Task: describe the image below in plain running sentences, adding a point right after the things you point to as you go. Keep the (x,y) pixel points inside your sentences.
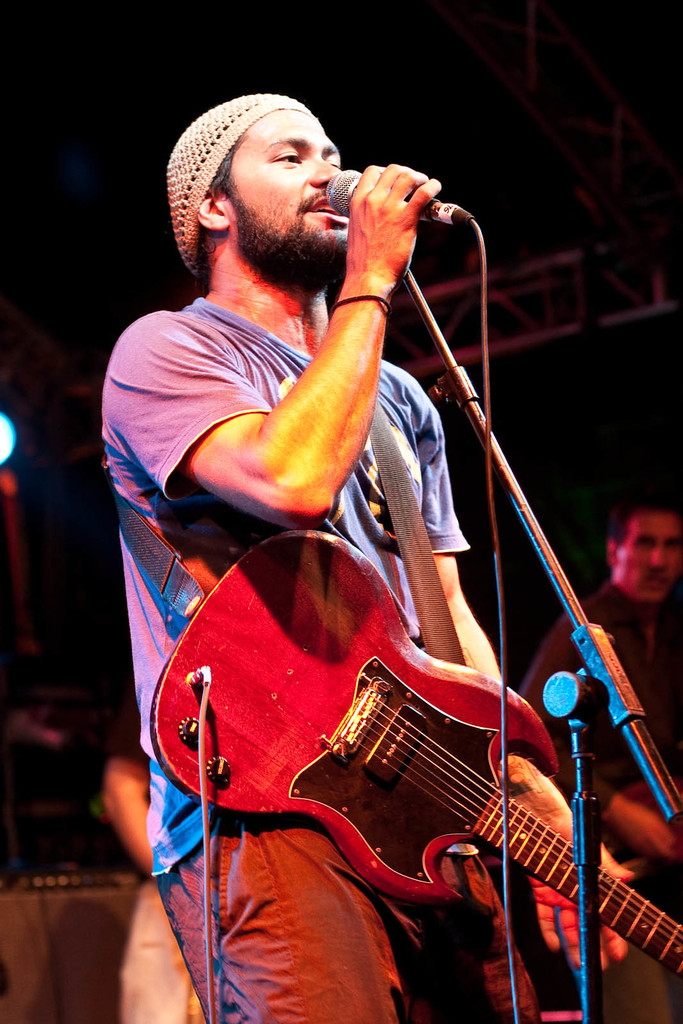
This man (350,1012) wore guitar (400,648), holding mic (334,194) and singing. Far this man (647,597) is also standing.
